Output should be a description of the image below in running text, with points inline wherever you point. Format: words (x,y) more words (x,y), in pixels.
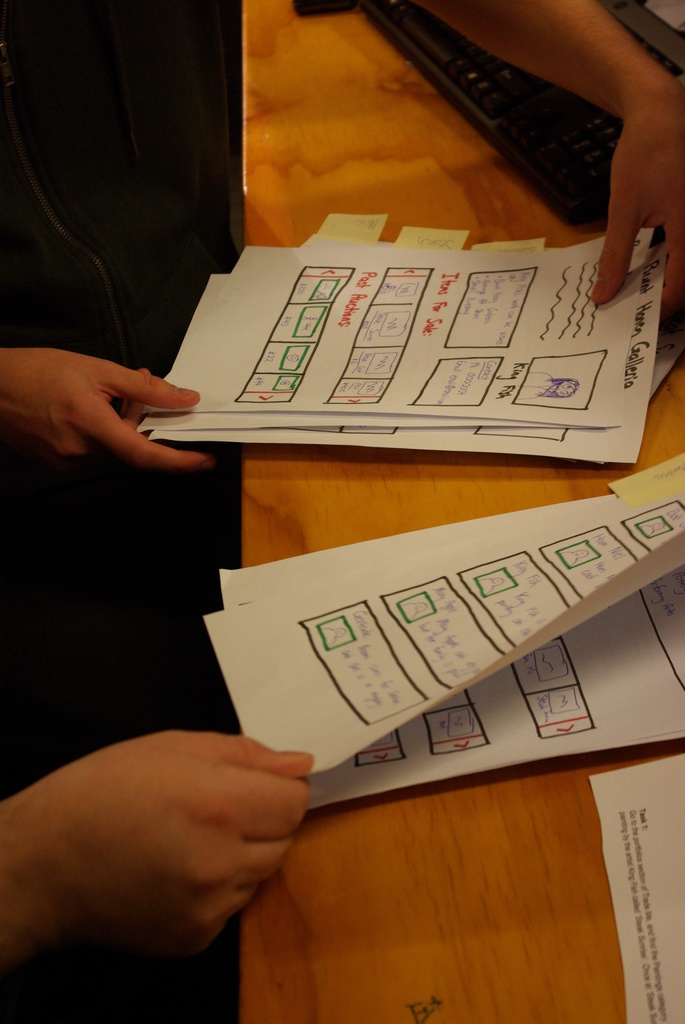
In this picture we can observe some papers (388,605) on the brown color desk (388,467). There is a black color keyboard (524,114) on the desk (369,67). We can observe human hands (69,433) holding these papers (380,391).
